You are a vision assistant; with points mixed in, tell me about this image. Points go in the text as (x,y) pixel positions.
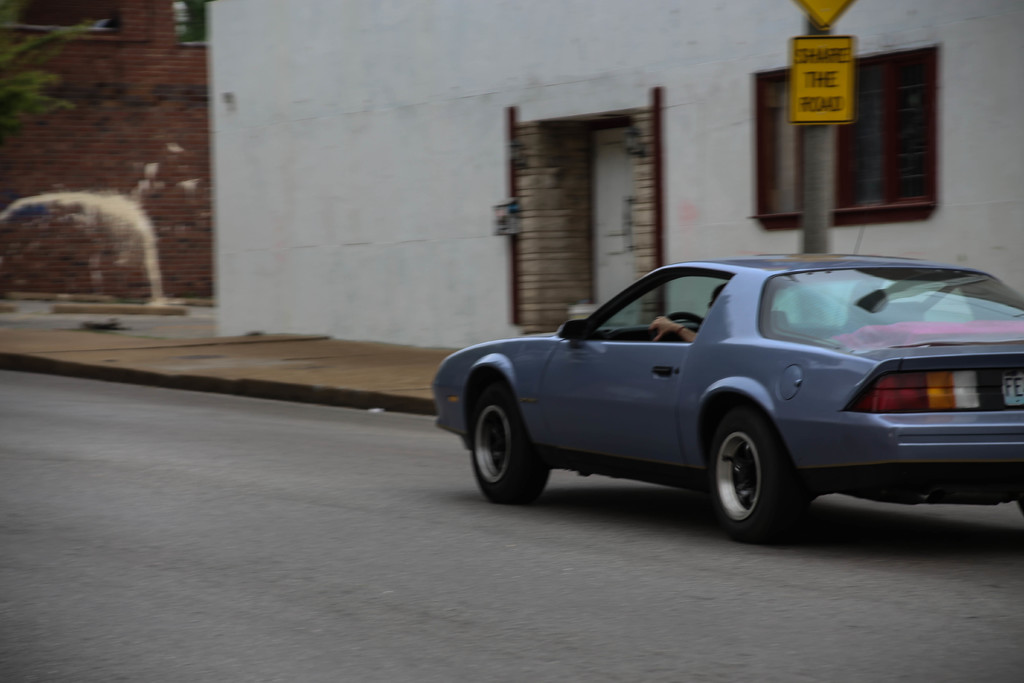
In the picture I can see a person (661,324) riding a car (739,373) on the road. I can see a caution board pole (797,76) on the top right side (847,76). I can see the brick wall (106,111) and a tree (19,84) on the top left side (134,114). It is looking like a building (596,66) on the side of the road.
